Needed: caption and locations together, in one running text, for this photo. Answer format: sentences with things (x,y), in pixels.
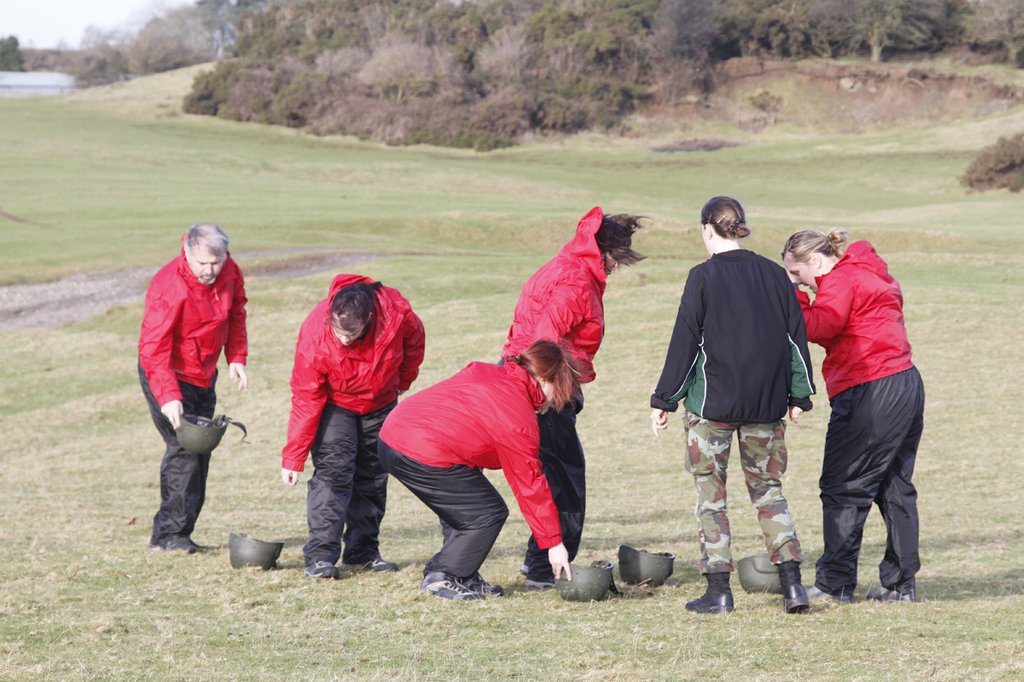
In this image there are few people (324,384) standing on a grassland (290,166), few are holding helmets (180,442) in their hands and few are kept on grassland (363,601), in the background (477,35) there are trees (560,35).
